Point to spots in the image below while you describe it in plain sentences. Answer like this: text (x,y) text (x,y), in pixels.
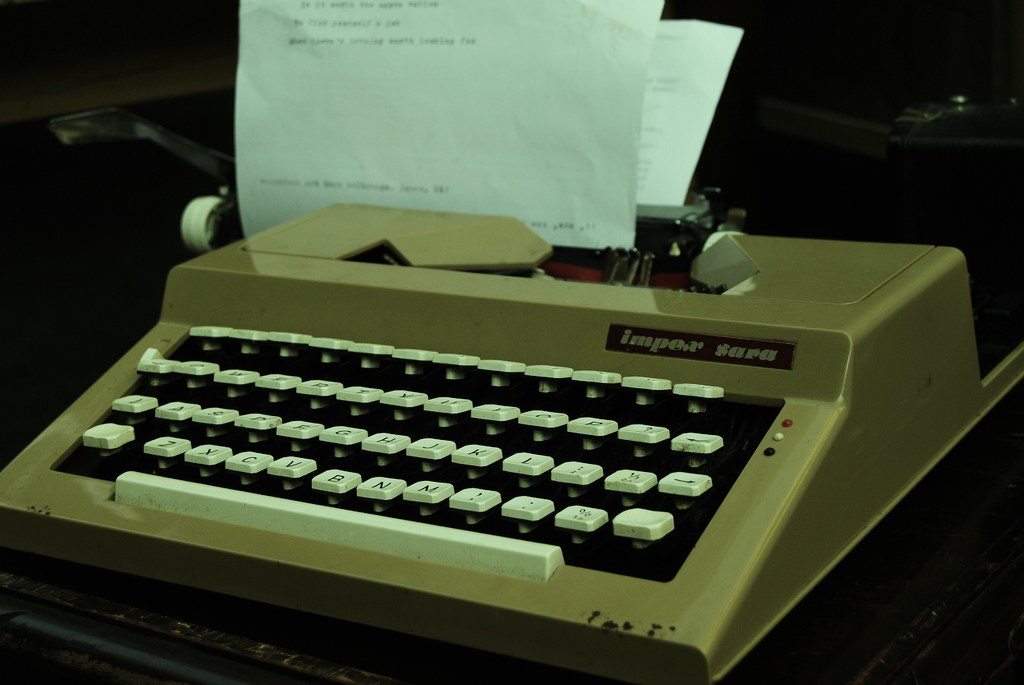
In front of the image there is a typewriter (632,256), papers (597,119) and some other object (1023,171) on the table (984,535).
